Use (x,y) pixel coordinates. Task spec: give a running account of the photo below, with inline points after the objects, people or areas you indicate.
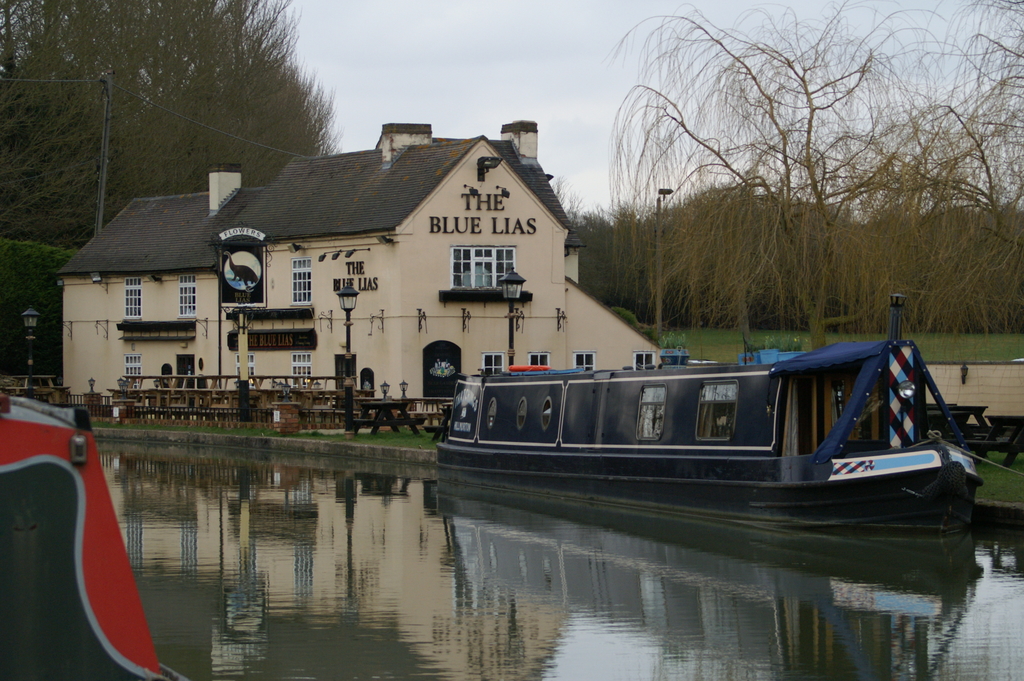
There is a black color boat (716,410) on water (723,521) in the right corner (721,493) and there is a building (439,267) and trees (253,95) in the background (302,141).
